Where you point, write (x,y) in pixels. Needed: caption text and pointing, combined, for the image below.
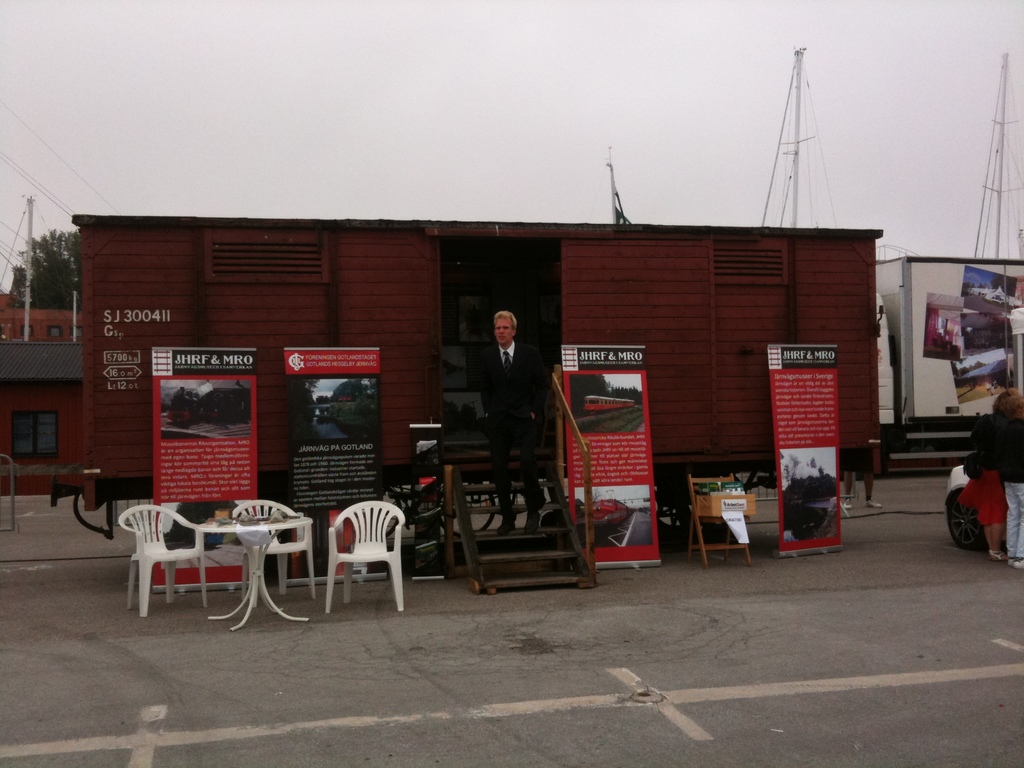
This looks like a wooden cabin (688,303). These are the four banners (626,468) placed. I can see three empty chairs (365,561) near by a small table (254,593). There are some objects (251,518) on the table (248,550). This is the man (504,400) standing on the stairs (513,574). At the right side (991,503) I can see two people (981,482) standing. this looks like a car wheel (966,511). At background (61,255) I can see the current pole (30,302) and tree (69,266). this looks like a building (48,410) with a window (52,440). At the right side of the image (930,269) I can see a white color cabin (935,284) with some posters (969,318) on it.
